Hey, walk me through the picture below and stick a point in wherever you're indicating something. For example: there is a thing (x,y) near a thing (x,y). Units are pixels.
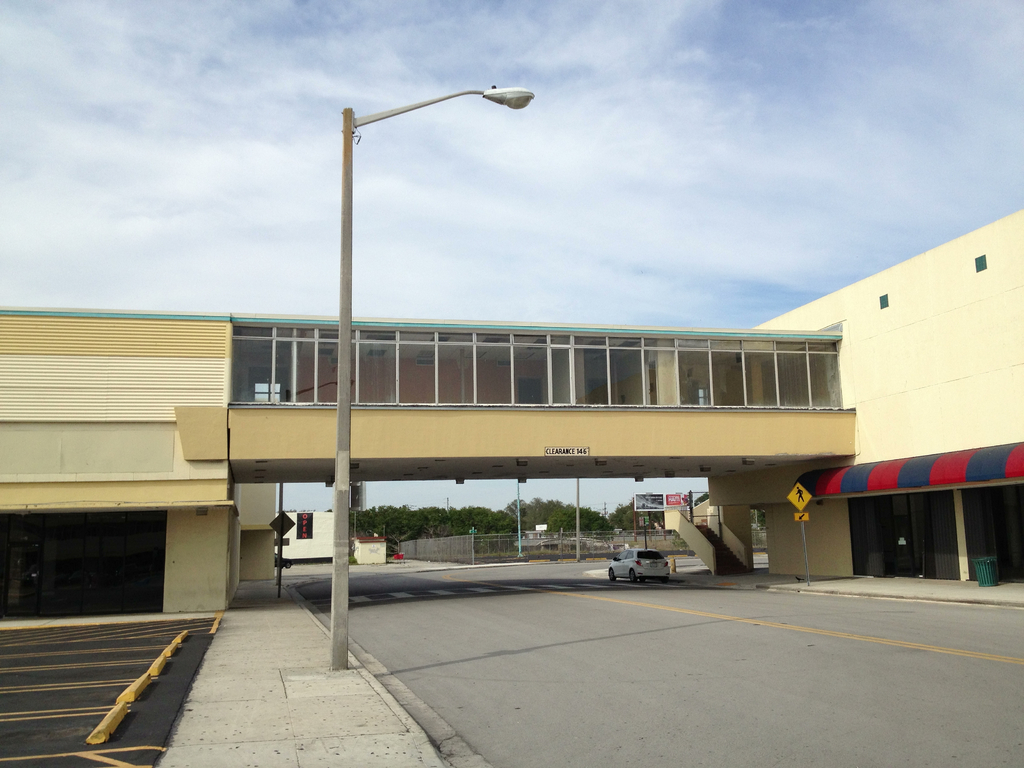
In this image we can see a group of buildings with glass doors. In the center of the image (409,377) we can see a vehicle (661,562) parked on the road (661,600), a bridge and a fence (523,546). On the right side of the image (806,538) we can see signboard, trash bin (991,570) placed on the ground (953,593). In the foreground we can see light pole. In the background (564,508), we can see a group of trees (544,515), poles (579,532). At the top of the image (536,27) we can see the cloudy sky (692,131).
